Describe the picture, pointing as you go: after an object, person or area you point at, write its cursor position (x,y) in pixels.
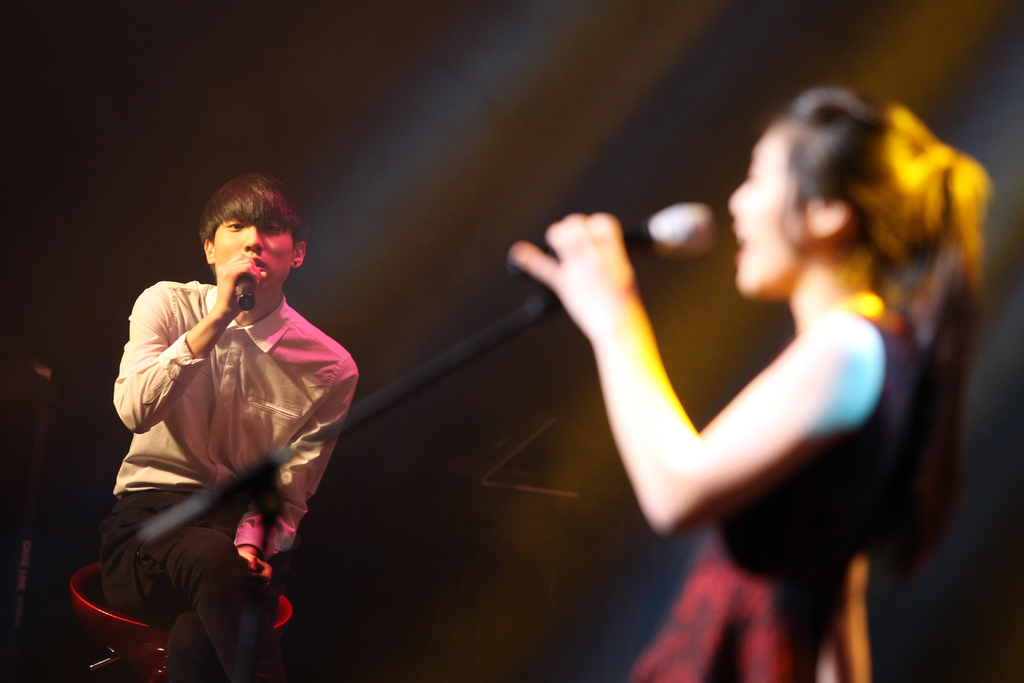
This is an image clicked in the dark. On the right side (810,417) I can see a woman (782,384) standing and singing a song by holding a mike (671,240) in hand (563,264). On the left side (190,450) I can see a man (198,455) wearing white color shirt (176,428), sitting on a chair (136,628) and holding a mike (244,276) in hand (230,274).
